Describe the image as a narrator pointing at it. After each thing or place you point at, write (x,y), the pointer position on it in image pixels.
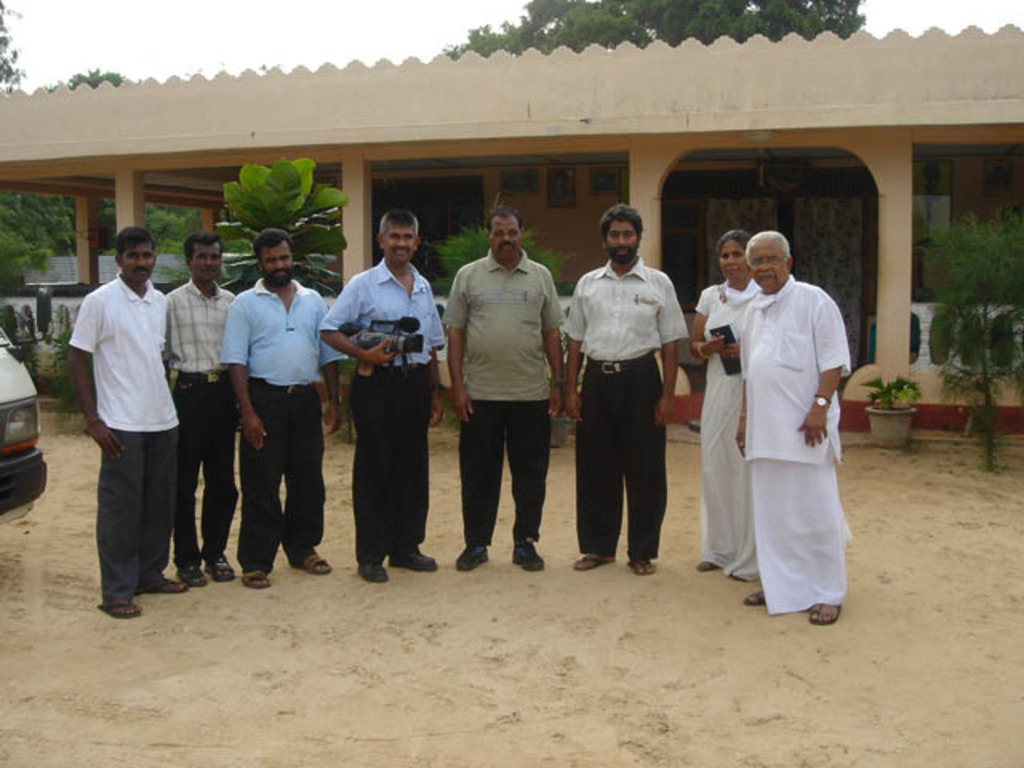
In this picture there are group of people (495,500) standing and there is man (372,429) standing and holding the camera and there is a woman (744,248) standing and holding the book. At the back (691,279) there is a building (697,256) and there are trees (1004,223) and there are frames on the wall (539,177) and there are curtains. On the left side of the image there is a vehicle (13,514). At the top (329,14) there is sky (274,54). At the bottom (420,635) there is ground (512,635).
